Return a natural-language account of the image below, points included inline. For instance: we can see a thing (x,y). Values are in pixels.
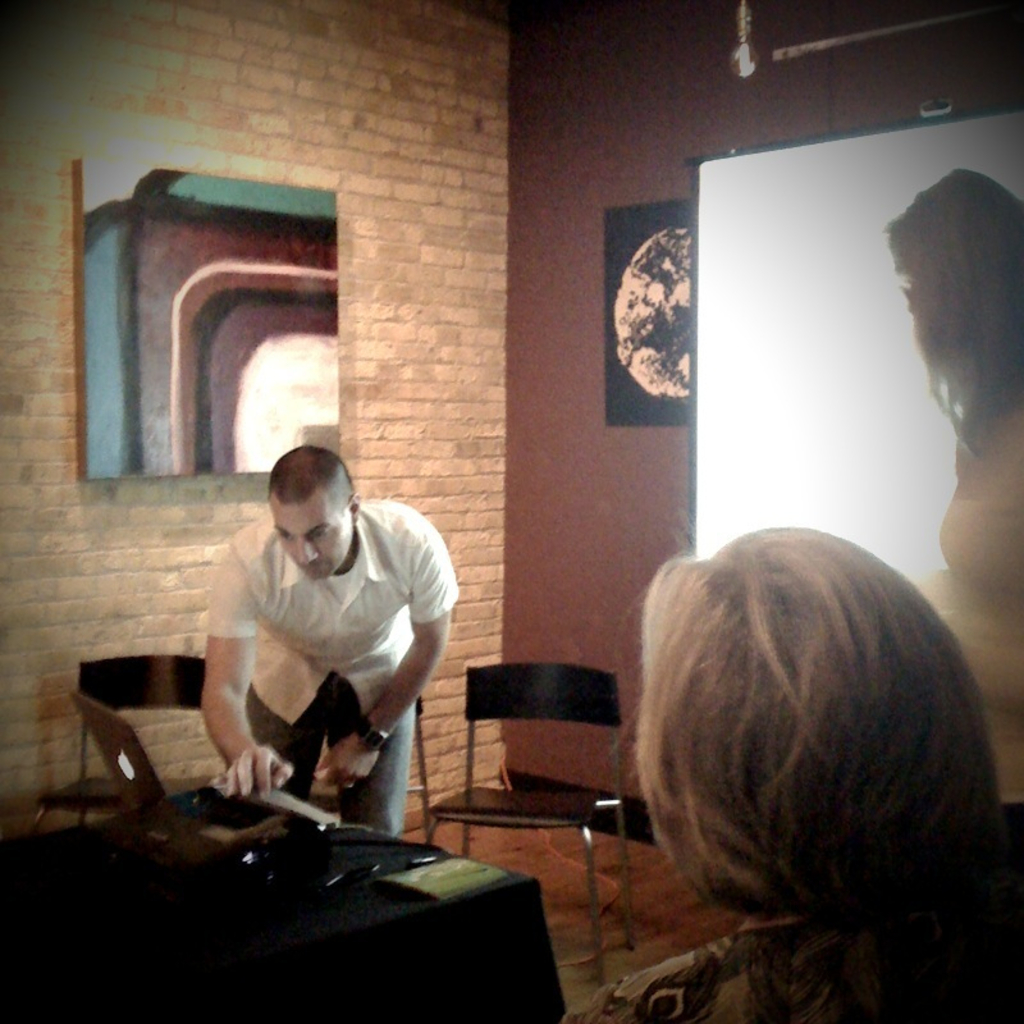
In this picture we can see a man (355,549) and two woman (685,639) and this man (265,778) is bending where laptop (127,744) is placed on table (159,1023) along with book (404,874) and in background (450,452) we can see wall (492,532), chair (187,691), screen (887,426), frame (633,246).
